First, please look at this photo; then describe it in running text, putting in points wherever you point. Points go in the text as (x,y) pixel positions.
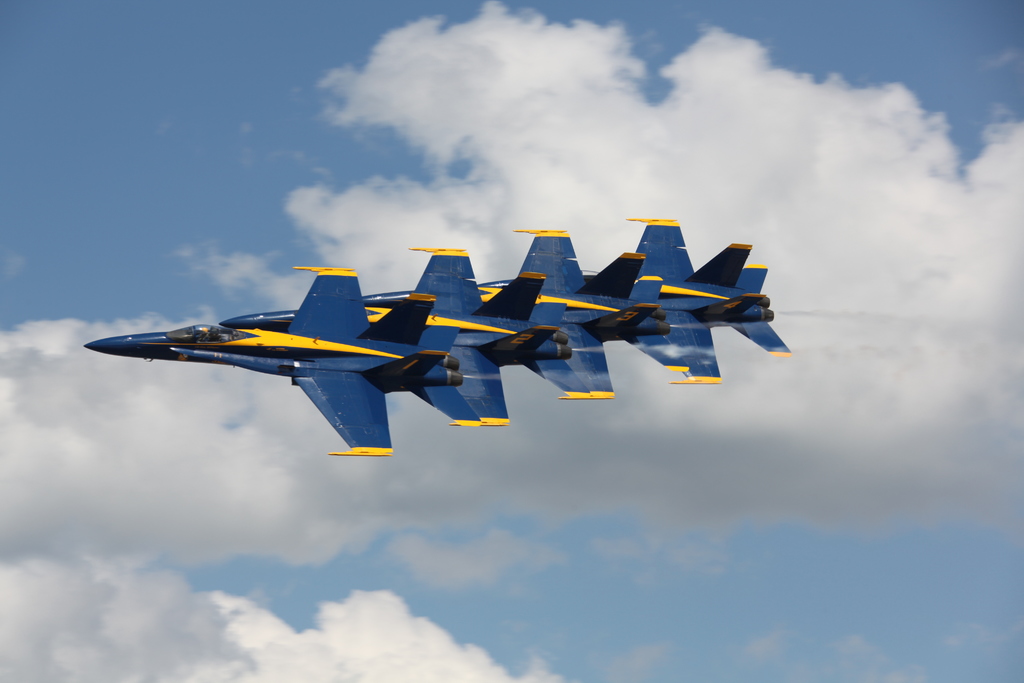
In this image, we can see airplanes (411,307) are flying in the air (514,413). In the background (375,459), there is the cloudy sky (311,55).
